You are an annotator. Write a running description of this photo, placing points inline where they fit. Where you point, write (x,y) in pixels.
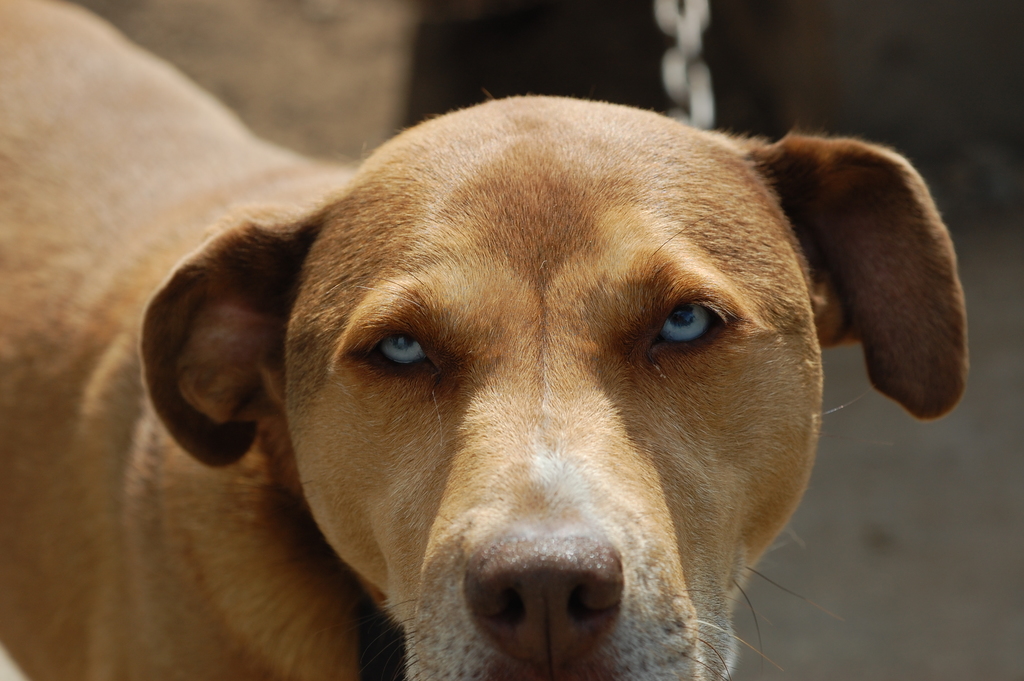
The picture consists of a dog (403,259). At the top (476,51) it is blurred.
